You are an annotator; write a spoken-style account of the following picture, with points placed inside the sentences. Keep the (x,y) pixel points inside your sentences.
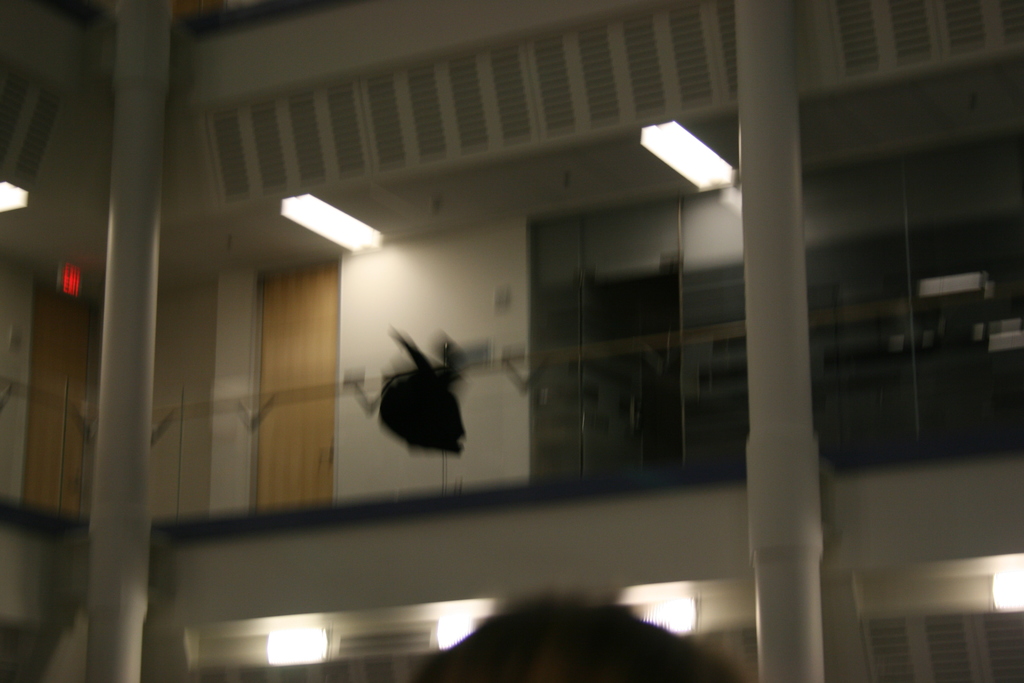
This is a building (343,462) and the image is blur but we can see doors (330,301), lights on the ceiling (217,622) and wall (454,278), glass doors (553,476), pillars (106,364) and other objects (252,393).
